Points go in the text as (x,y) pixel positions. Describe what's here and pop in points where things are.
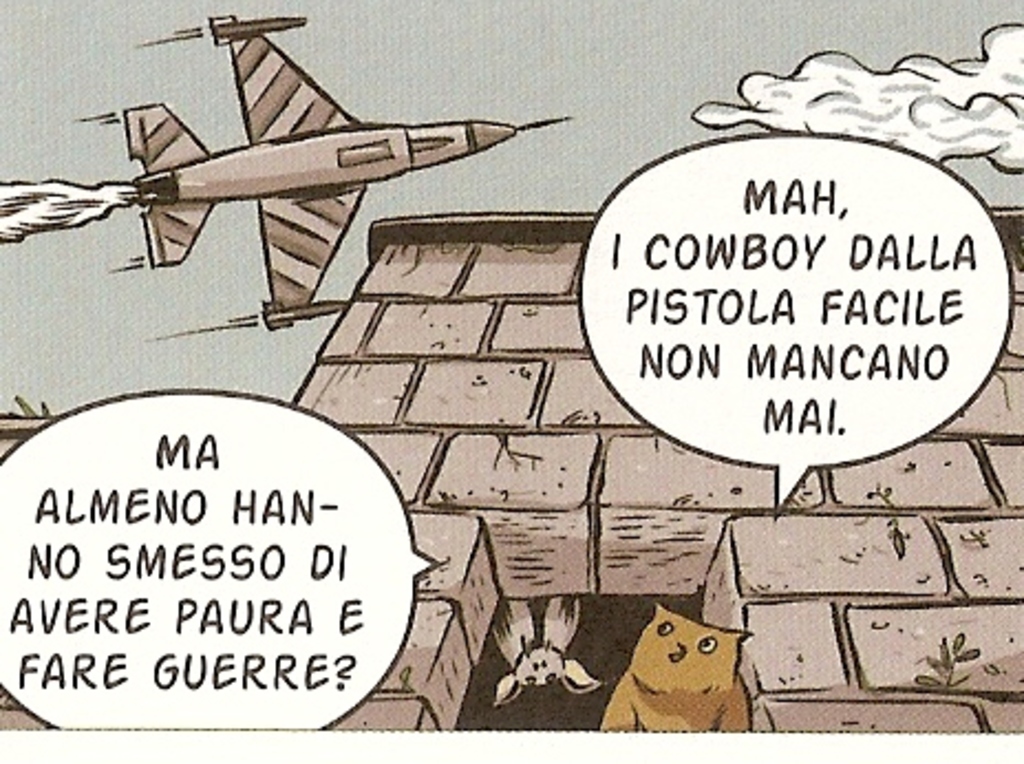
In this image we can see an animated image of a building (668,464). In the building (574,648) we can see two animals (674,703). At the top (311,175) we can see an aircraft (373,129) in the sky (512,110). We can see the text (880,305) in the image.
